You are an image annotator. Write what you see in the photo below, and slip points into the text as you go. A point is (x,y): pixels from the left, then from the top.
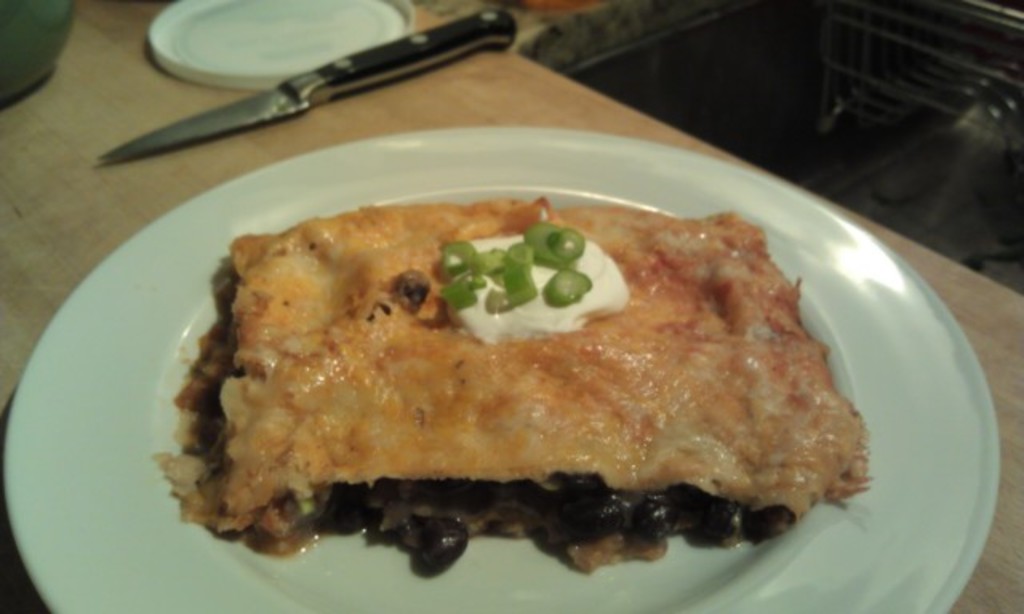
In this image we can see a wooden surface (89,148). On that there is a plate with food item (453,394), knife (246,105) and some other things (194,61).
